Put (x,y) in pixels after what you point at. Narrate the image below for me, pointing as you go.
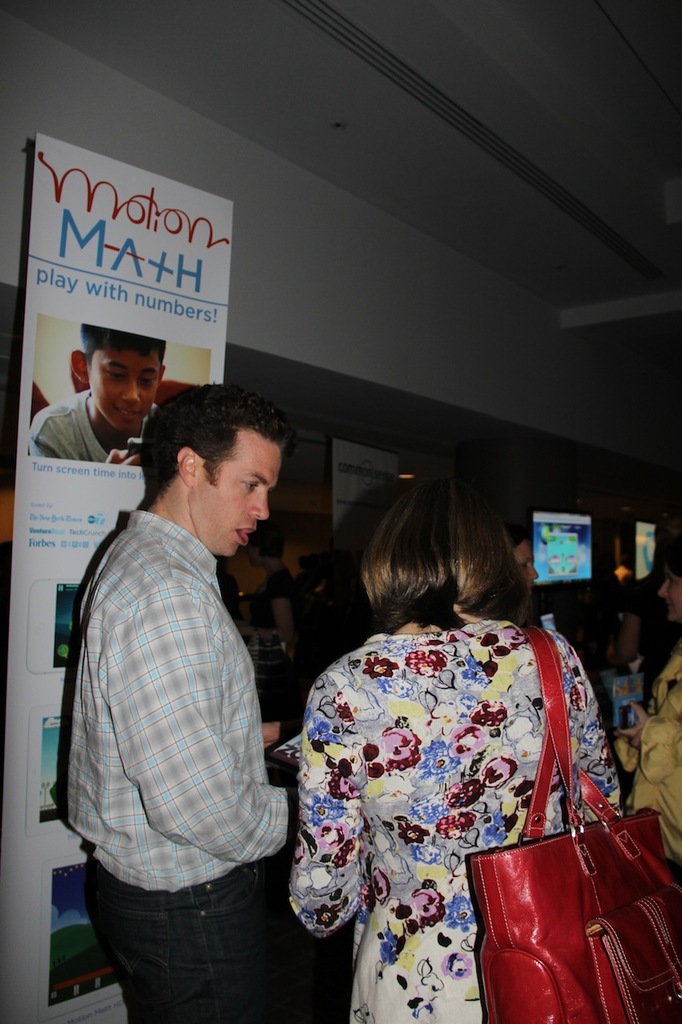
people (397,715) are standing, here there is poster (118,317), television (567,551).
